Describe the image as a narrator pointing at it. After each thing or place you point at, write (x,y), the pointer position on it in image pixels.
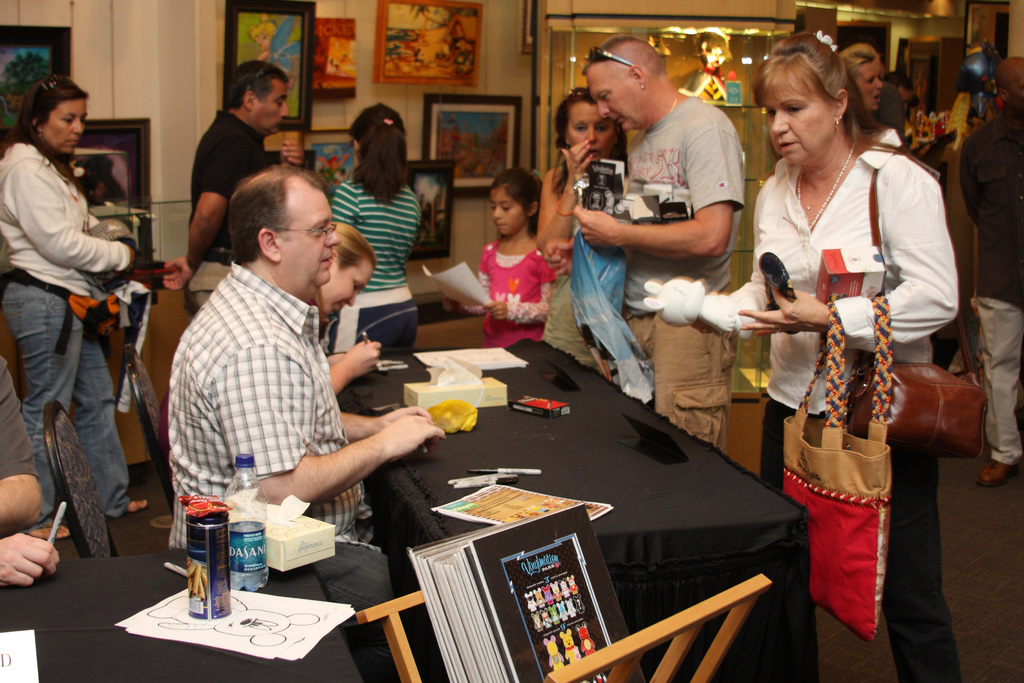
In this image, there is an inside view of a building (927,91). There are some persons (920,246) standing and wearing colorful clothes (38,205). There are two persons (203,406) in the center of the image (351,297) sitting in front of the table (574,450). This table (562,444) contains pens (498,471), boxes (501,389) and some papers (531,500). There is an another table (38,584) in the bottom left of the image (50,580) contains bottles (247,533) and box (294,534). There is a person (826,215) on the right of the image (859,183) holding a toy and bag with her hand (780,299). There are some photo frames (265,38) in the top left of the image (315,159).
